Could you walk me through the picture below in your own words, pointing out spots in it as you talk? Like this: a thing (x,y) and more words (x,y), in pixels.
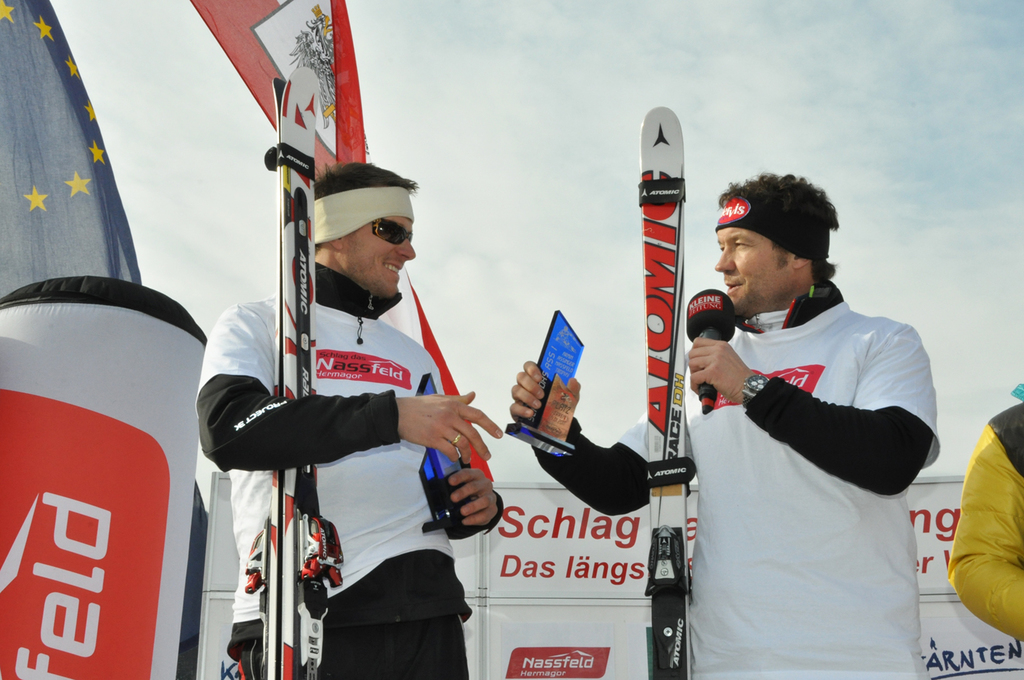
In this image i can see 2 persons (383,451) standing and holding the ski board (313,284) in their hands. In the background (627,301) i can see the sky (513,147) a flag (14,117) and few banners (101,629).
